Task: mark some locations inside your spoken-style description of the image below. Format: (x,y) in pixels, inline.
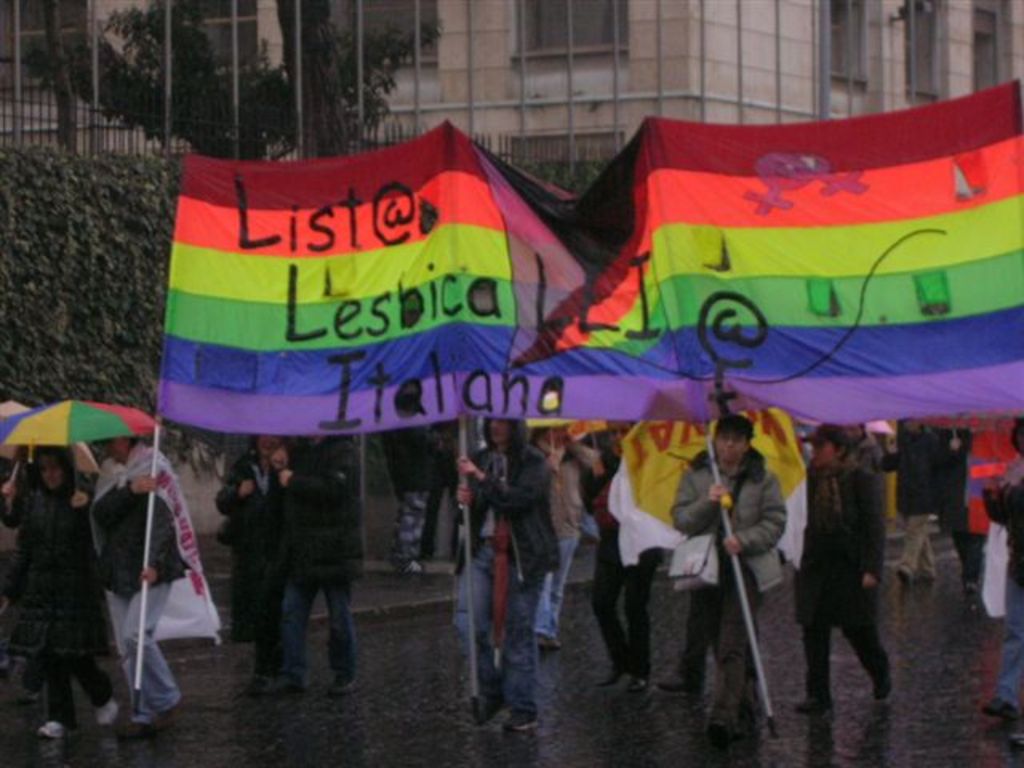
In this image I can see in the middle (431,454) few people (566,557) are standing by holding these clothes (765,401). On the left side (59,602) a person (68,588) is walking, this person (81,566) wore coat (59,543) and an umbrella (123,424) and there are creepers (132,222) and trees (281,69). At the back side (720,90) there is a building (596,72).
